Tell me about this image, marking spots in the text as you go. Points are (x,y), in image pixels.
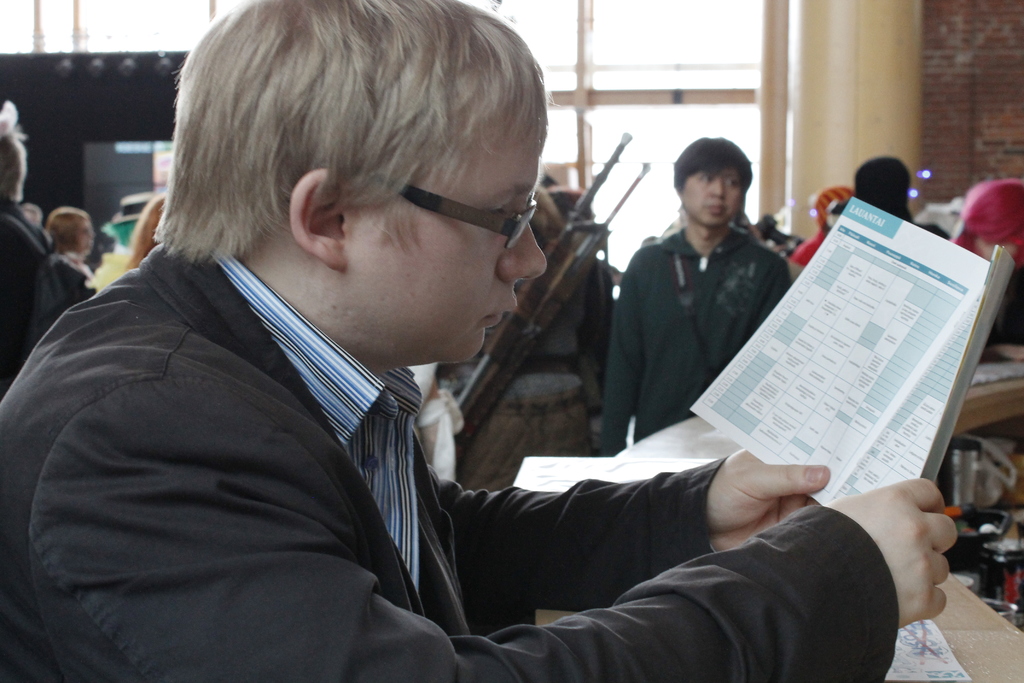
In this picture we can see a man (167,475) wore a spectacle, blazer (300,504) and holding a book (748,384) with his hands (735,544) and in the background (572,194) we can see a group of people (6,210), some objects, wall (951,41).
